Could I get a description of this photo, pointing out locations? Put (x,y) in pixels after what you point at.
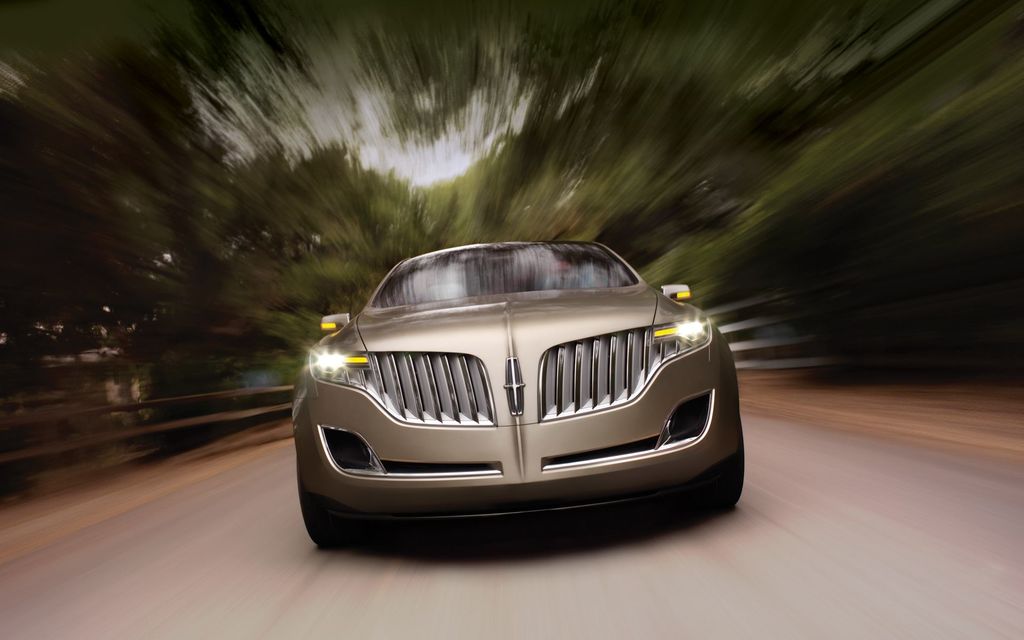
In this we can see a car (545,384) on the road (711,565). In the background (812,205), we can see greenery (127,177).
